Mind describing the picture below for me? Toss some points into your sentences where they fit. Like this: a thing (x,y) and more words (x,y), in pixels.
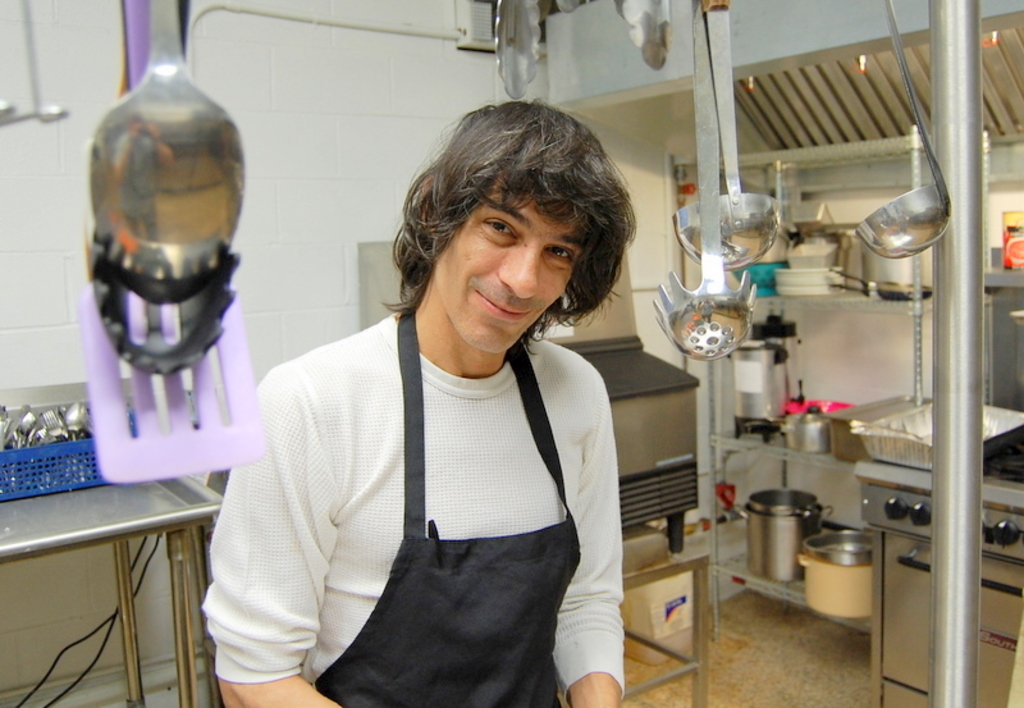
In this image I can see a person (406,702) standing, the person (511,655) is wearing black and white dress (472,542). Background (7,530) I can see few utensils (692,225) in the racks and I can see a table (113,512) and the wall (278,121) is in white color.
